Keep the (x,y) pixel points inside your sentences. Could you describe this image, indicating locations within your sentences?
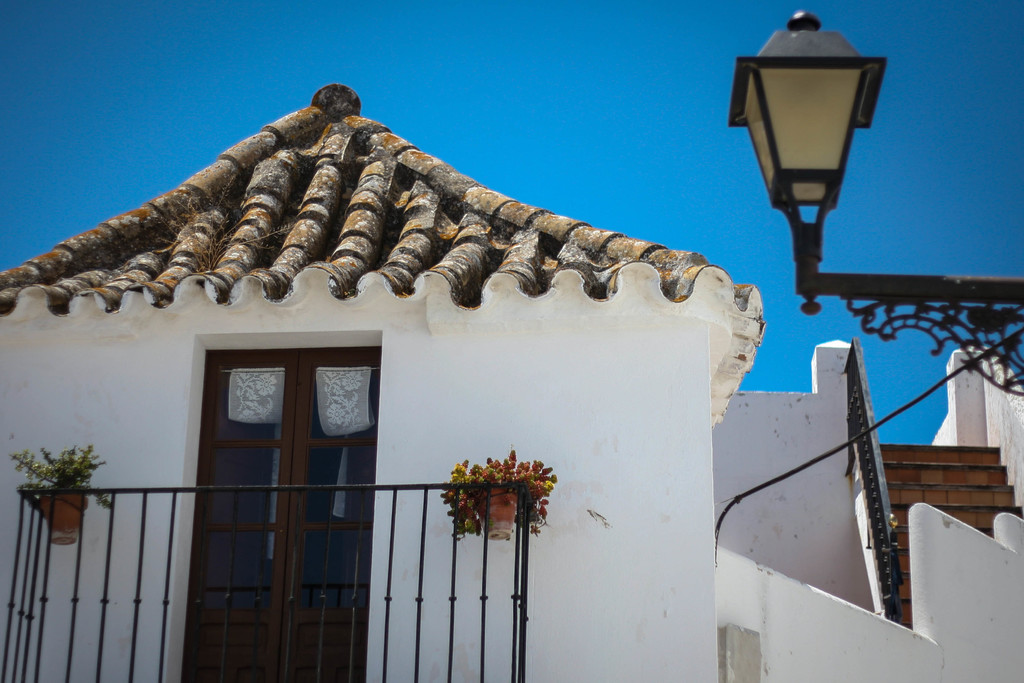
On the left side (51,476), there are potted plants (88,466) attached to a fence (515,556), which is attached to the white wall (125,453) of a building (132,472) which is having doors (304,427) and a roof (397,201). On the right side (867,91), there is a light (827,91) attached to a pole (887,284) and there are steps (933,472) which are having a fence (871,434) on one side. In the background (691,127), there is blue sky (271,90).
